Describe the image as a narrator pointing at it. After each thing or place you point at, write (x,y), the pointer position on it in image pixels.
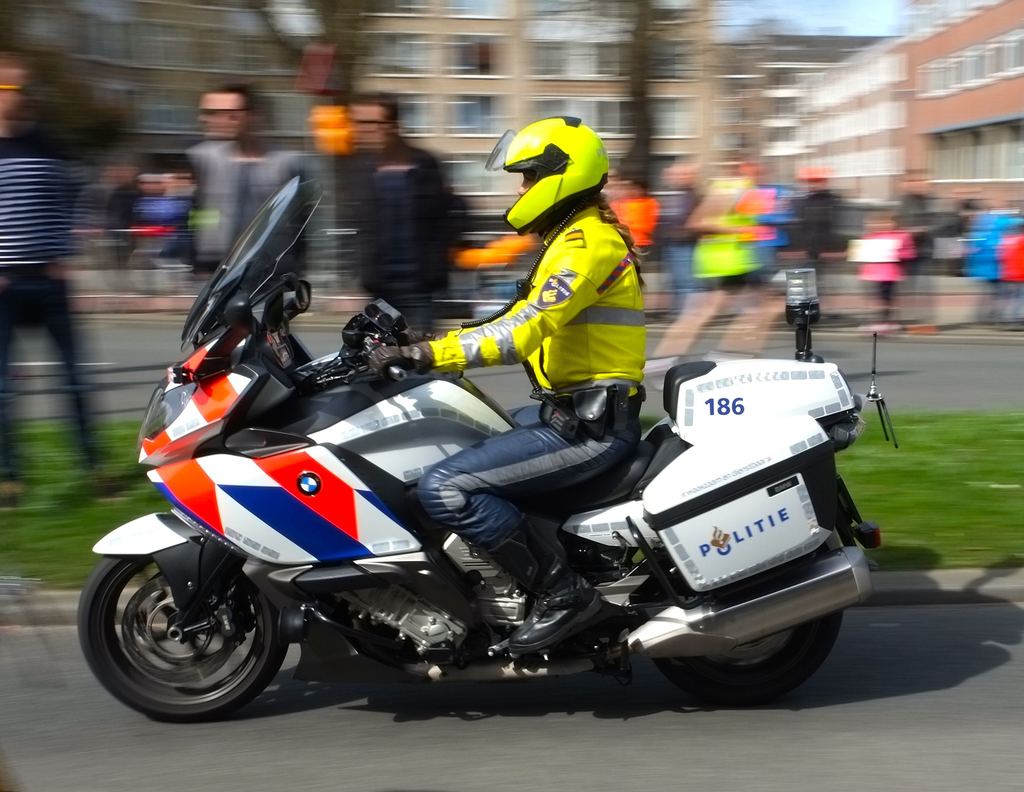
Here I can see a person (531,347) wearing a jacket (568,286), helmet (529,210) on the head (574,189) and riding the bike (399,615) on the road (221,728) towards the left side (334,562). Behind the bike (283,492) there is grass (910,461) and three persons (59,266) are standing. The background (931,204) is blurred even though we can see few buildings (742,73) and people (726,215).
